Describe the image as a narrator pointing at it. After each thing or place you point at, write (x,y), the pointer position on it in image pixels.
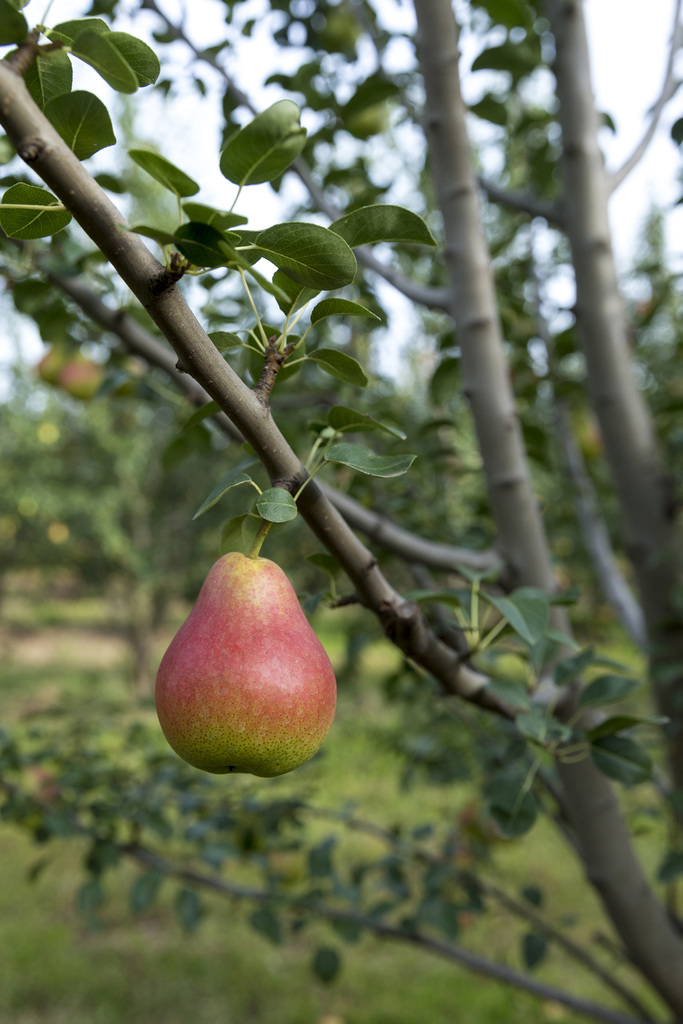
It is a pear (293,688) and this is the tree (493,328).
